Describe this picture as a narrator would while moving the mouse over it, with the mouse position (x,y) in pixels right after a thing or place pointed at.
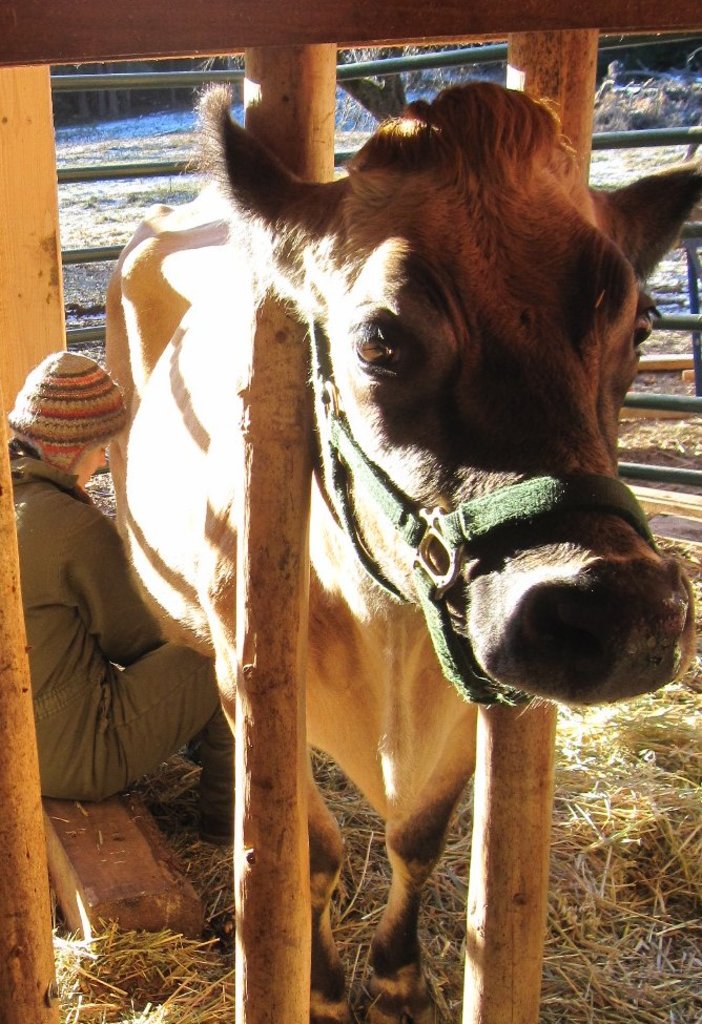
In this image there is a woman (99,565) sitting, there is a cow (474,477), there is a wooden fence (66,15), there is dried grass (581,778) on the ground (621,890), there is a tree trunk (380,98), there are objects (667,327) towards the right of the image (670,319).
